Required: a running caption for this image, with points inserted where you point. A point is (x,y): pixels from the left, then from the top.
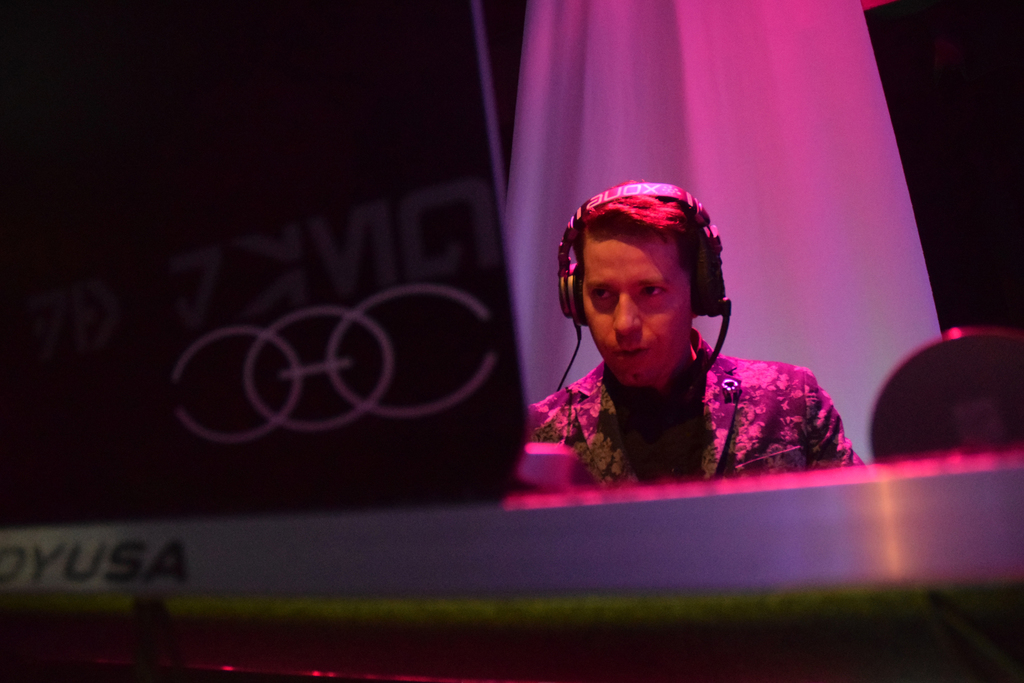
In this image, we can see a person (676,230) wearing clothes (589,423) and headset (577,302). There is an object (267,384) on the left side of the image (213,260).
